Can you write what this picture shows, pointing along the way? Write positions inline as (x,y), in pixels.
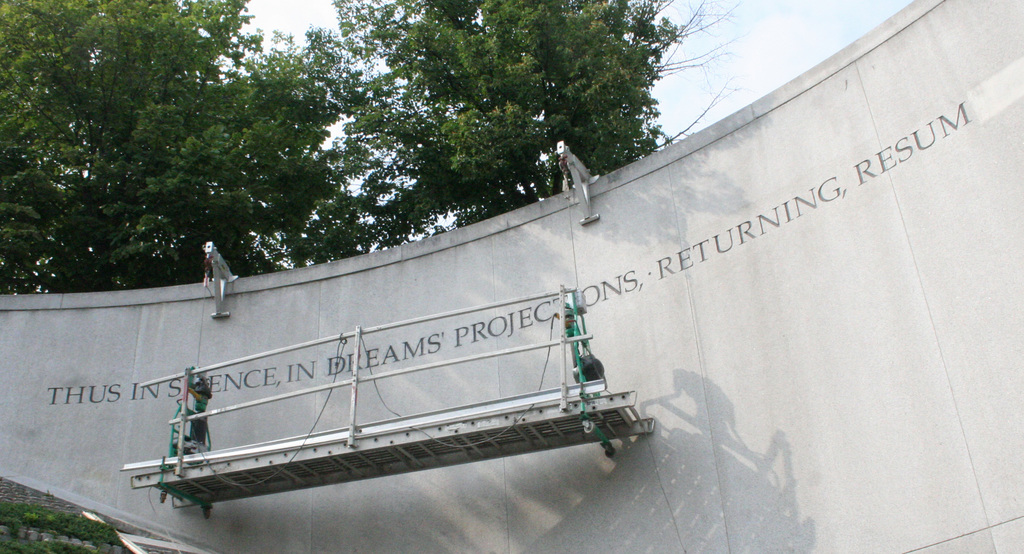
In this image we can see the text (677,259) on the wall (801,287). We can also see a moving object (350,427) with fence (216,411). We can also see the trees (348,85) and also the sky (722,37).
